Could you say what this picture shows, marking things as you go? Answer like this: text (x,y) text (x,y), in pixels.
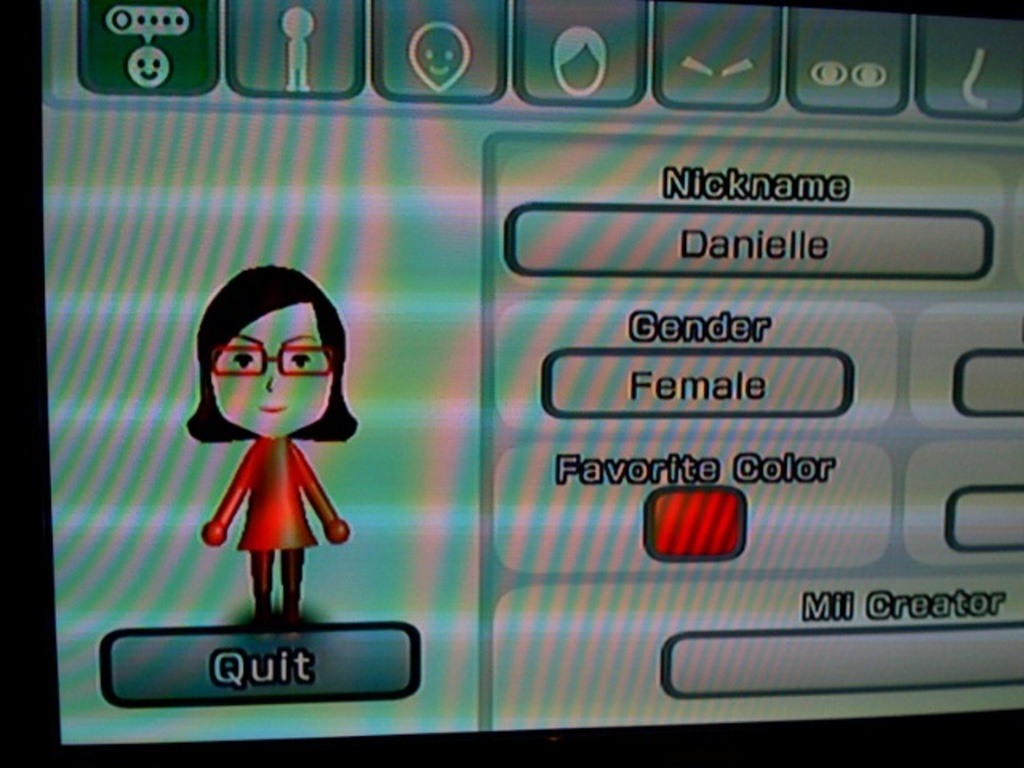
In this image, we can see a monitor screen (596,624). On the screen (825,719), we can see a person (297,558) and some text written on it.
